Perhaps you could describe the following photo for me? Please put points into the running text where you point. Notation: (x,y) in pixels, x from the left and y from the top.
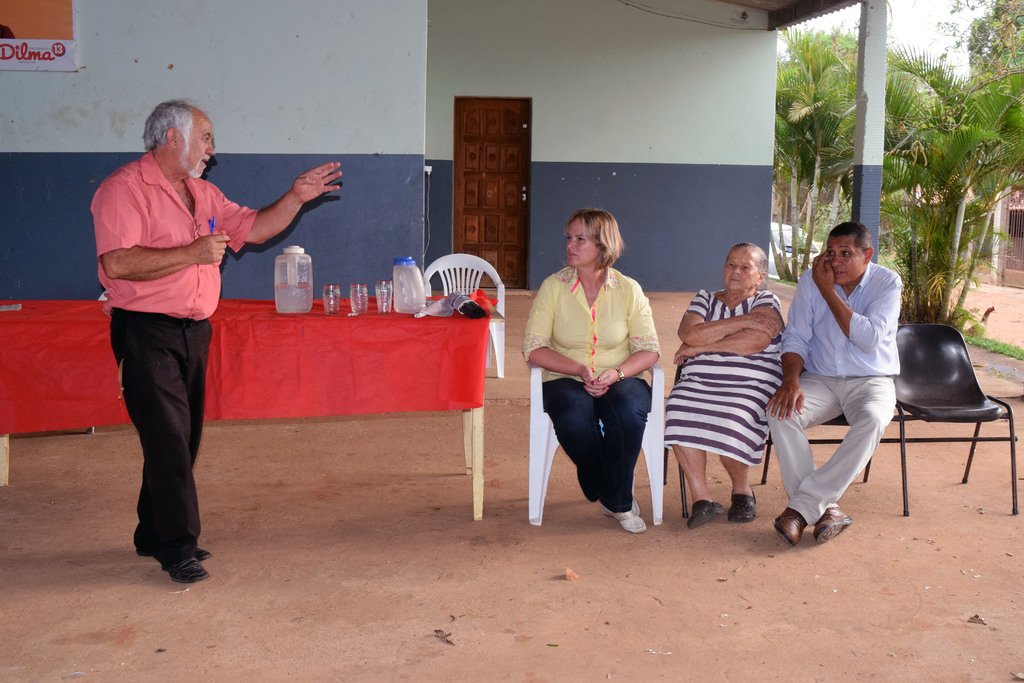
As we can see in the image there is a wall (651,139), door (500,155), trees (842,136), tables (323,301) and chairs (956,337) and are few people (790,381) sitting on chairs (949,391).
